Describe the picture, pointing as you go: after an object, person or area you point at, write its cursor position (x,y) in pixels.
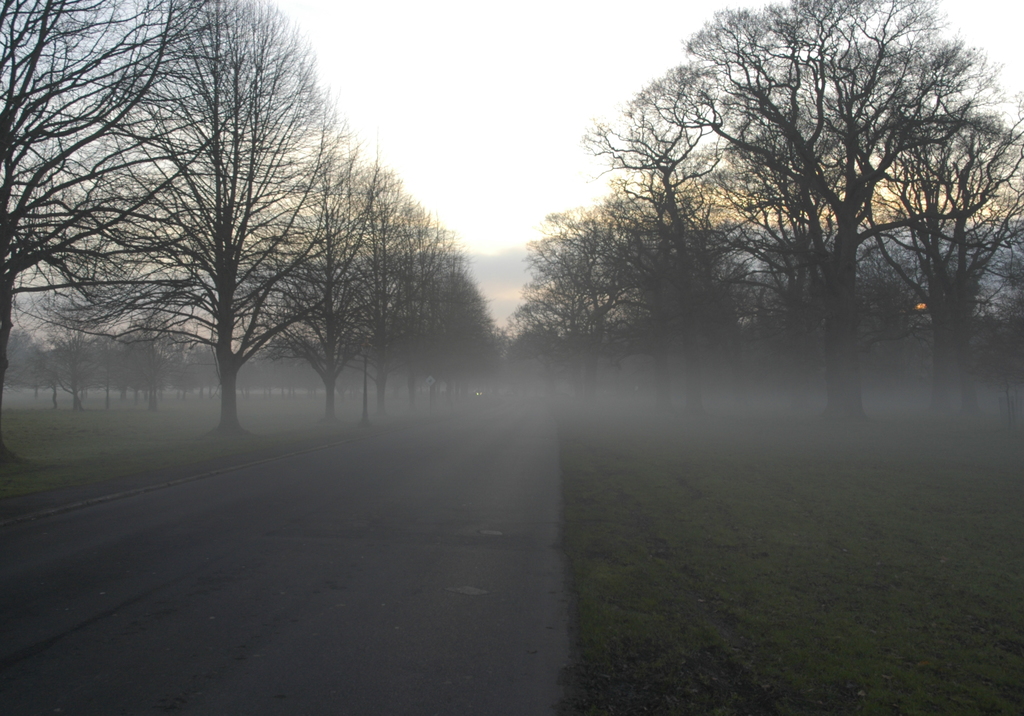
In this picture we can see trees (66,387), and, fog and sky (19,327).
